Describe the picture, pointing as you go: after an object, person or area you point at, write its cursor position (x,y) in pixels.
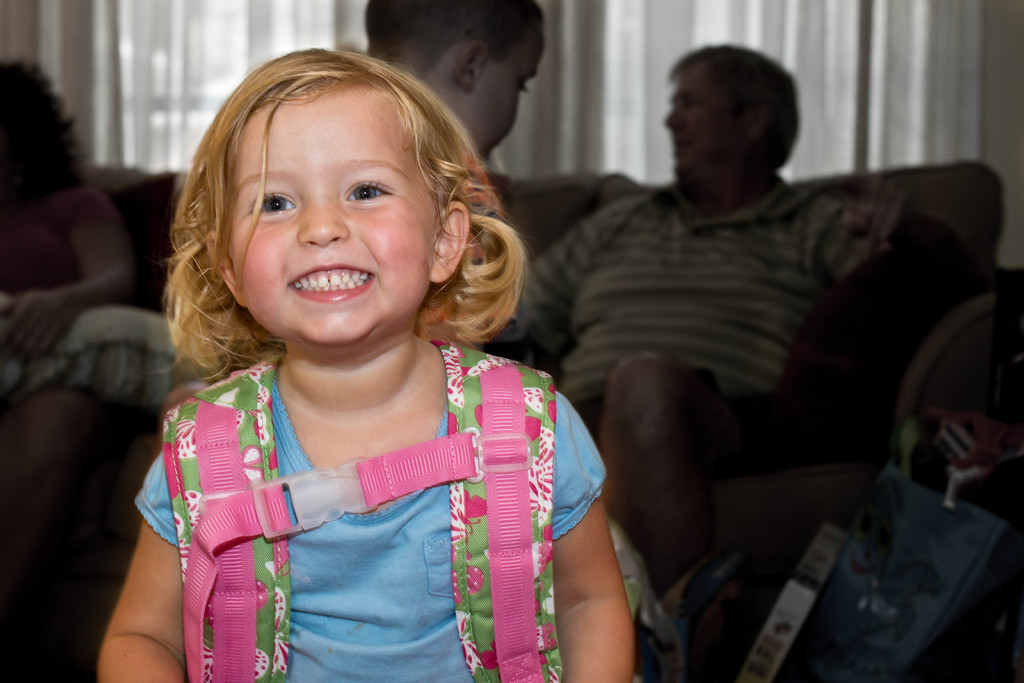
In this picture I can see a girl (359,241) standing and smiling with a backpack (399,452), there is a kid (507,7) standing, there are two persons (61,273) sitting on the couch (164,220) and there are some objects (923,638), and in the background (813,143) those are looking like curtains (904,32).
